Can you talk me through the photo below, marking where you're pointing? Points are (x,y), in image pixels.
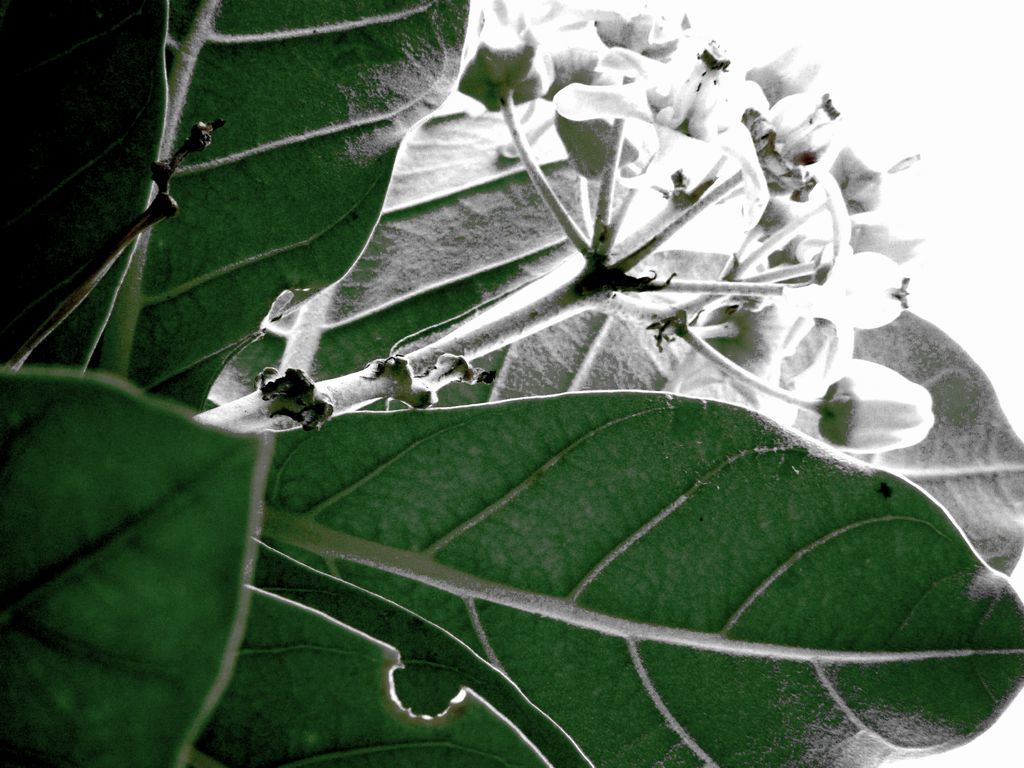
This image consists of leaves (598,371) with buds (834,278).
